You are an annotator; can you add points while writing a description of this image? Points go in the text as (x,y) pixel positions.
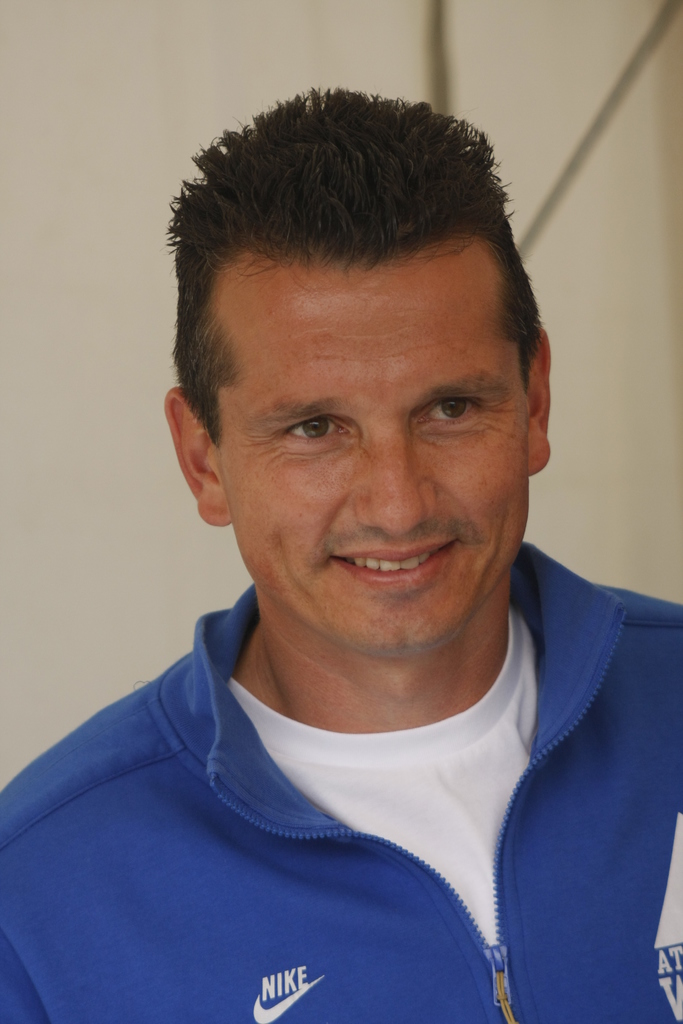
This image consists of a man (429,800) wearing a blue jacket (404,914). In the background (513,124), we can see a wall (492,124).
